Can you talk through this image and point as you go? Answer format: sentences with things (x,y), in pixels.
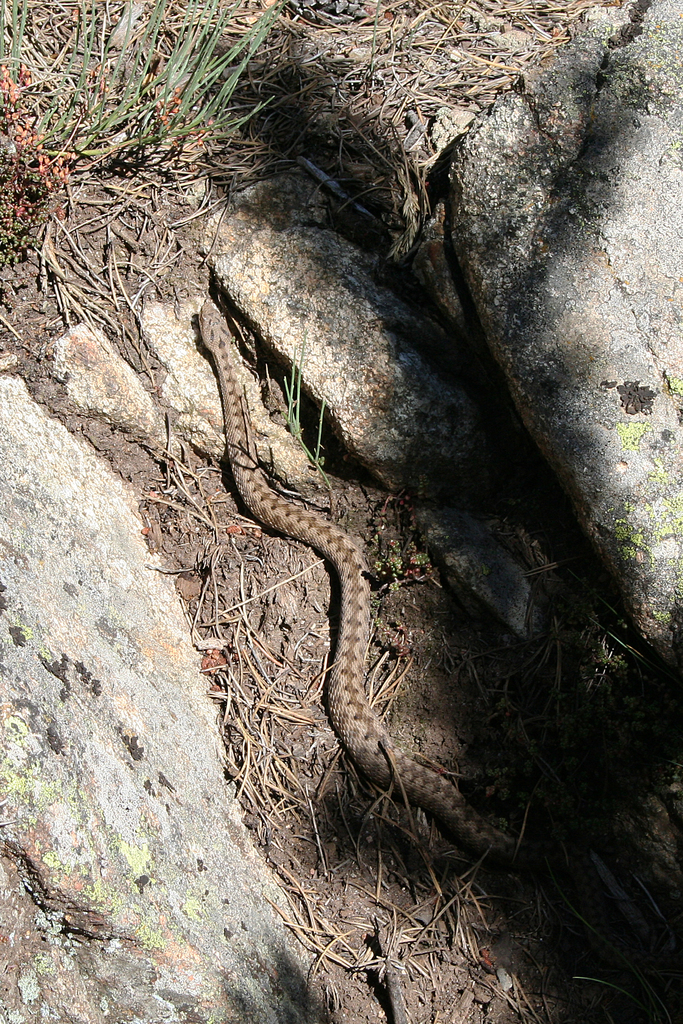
In this image there is a snake (337,655) on the mud (431,950) between the rocks (76,355), also there is some grass (391,143) on the mud (424,957).
